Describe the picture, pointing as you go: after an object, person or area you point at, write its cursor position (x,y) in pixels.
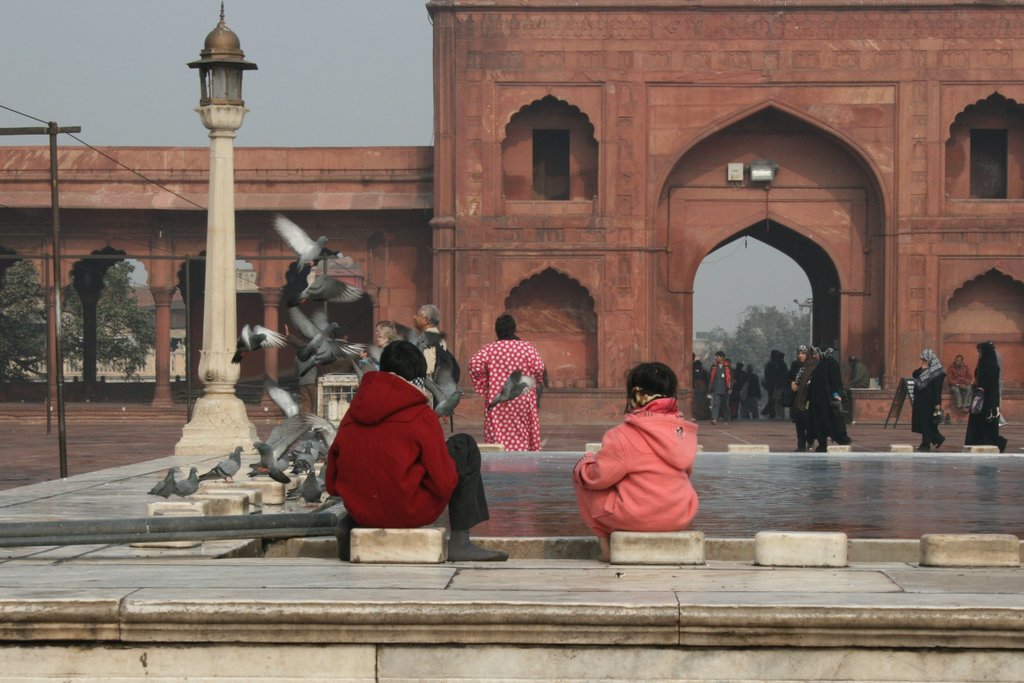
In this picture I can observe two members (404,473) sitting on the white color stones (388,533). Both of them are wearing hoodies (609,450). On the left side (223,374) there is a white color pillar (226,179) and I can observe some pigeons (294,453). There are some people (768,411) walking in this path (562,431). I can observe a monument (454,208) which is in brown color. In the background (729,319) there are trees (752,312) and a sky (310,107).
